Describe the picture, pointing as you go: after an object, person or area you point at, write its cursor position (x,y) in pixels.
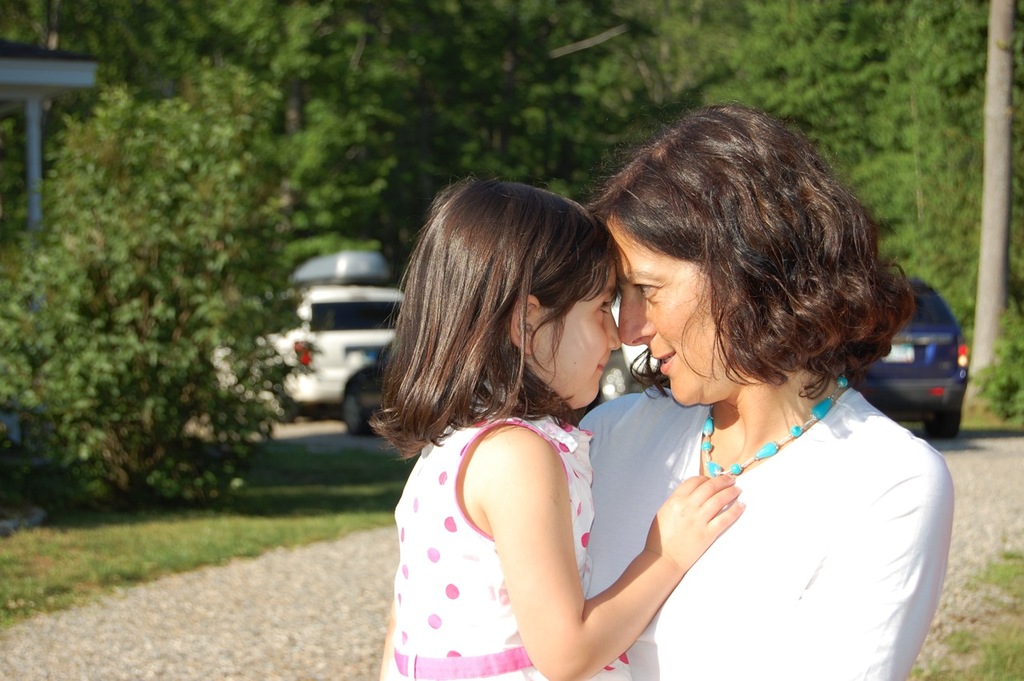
In the center of the image (606,243), we can see a lady (743,444) holding a kid (492,361) and in the background (80,132), there are vehicles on the road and we can see trees (239,70) and a shed (56,80).
